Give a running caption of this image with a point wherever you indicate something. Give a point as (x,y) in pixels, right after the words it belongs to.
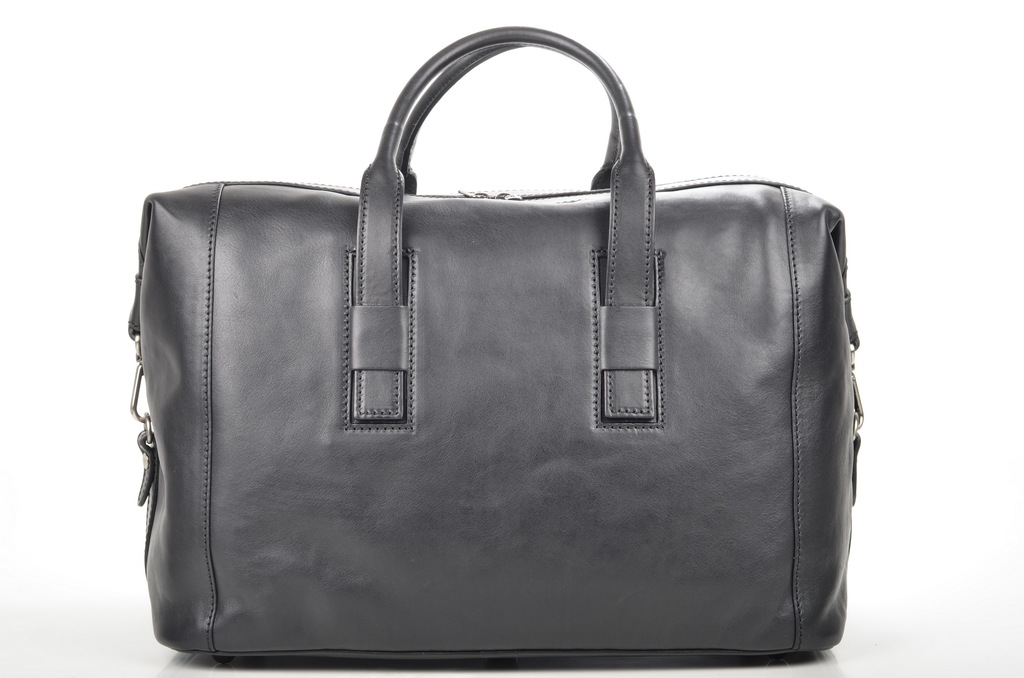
In this image i can see a bag (607,375).
